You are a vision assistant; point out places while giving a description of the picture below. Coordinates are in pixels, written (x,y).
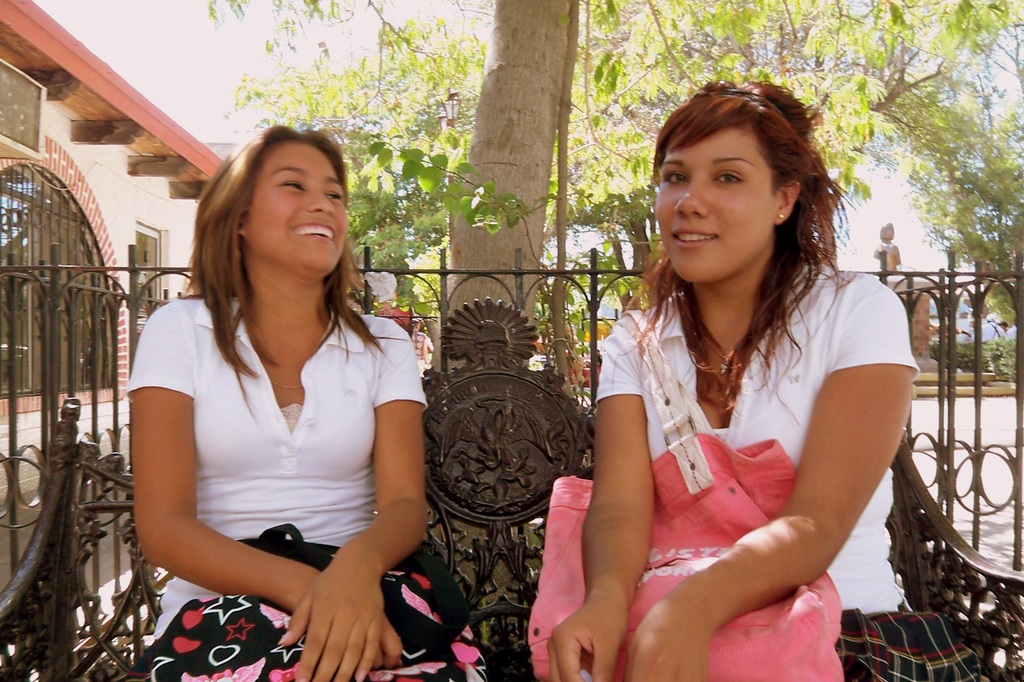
In the middle of the image (675,298) two women (310,226) are sitting on a bench (490,681) and smiling. Behind them there is fencing (56,253). Behind the fencing (56,253) there are some trees (431,98), buildings (132,102) and plants (1006,349). Behind them few people (1012,336) are standing.
